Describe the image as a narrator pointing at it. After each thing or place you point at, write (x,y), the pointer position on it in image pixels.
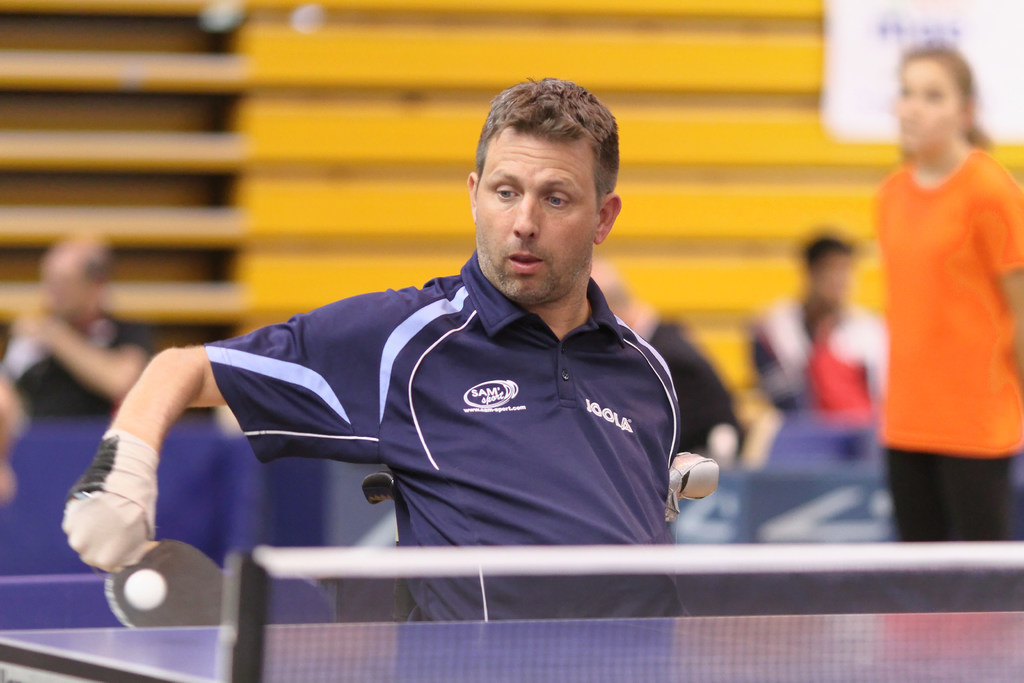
In this picture we can see a man (497,453) is playing table tennis game, we can see net (821,637) at the bottom (878,669), in the background (978,381) there are some people (845,273), there is a ball (152,594) on the left side (134,601), it looks like a board (986,83) at the right top of the picture (973,41), there is a blurry background (986,12).
